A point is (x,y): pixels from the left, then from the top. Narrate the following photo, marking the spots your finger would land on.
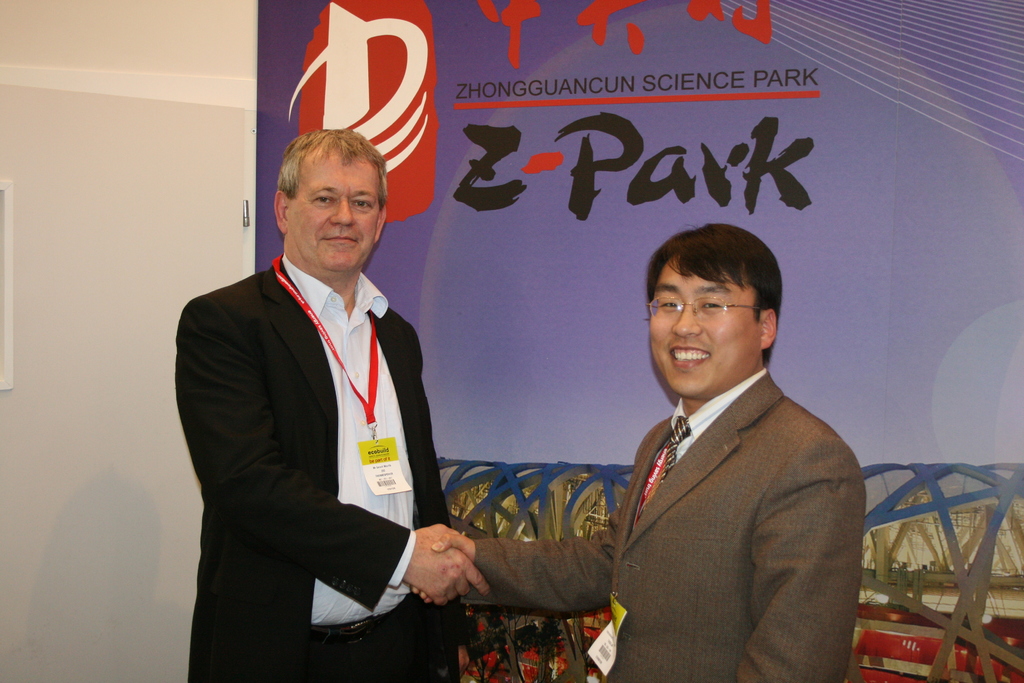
In the center of the image (664,443) we can see two persons (711,615) are standing and they are smiling and they are holding hands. And the right side person (845,525) is wearing glasses (673,303). In the background (971,525) there is a wall (250,273), banner (770,219), wooden object (991,525) and a few other objects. In the wooden object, we can see red and cream color objects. On the banner (840,234), we can see some text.
